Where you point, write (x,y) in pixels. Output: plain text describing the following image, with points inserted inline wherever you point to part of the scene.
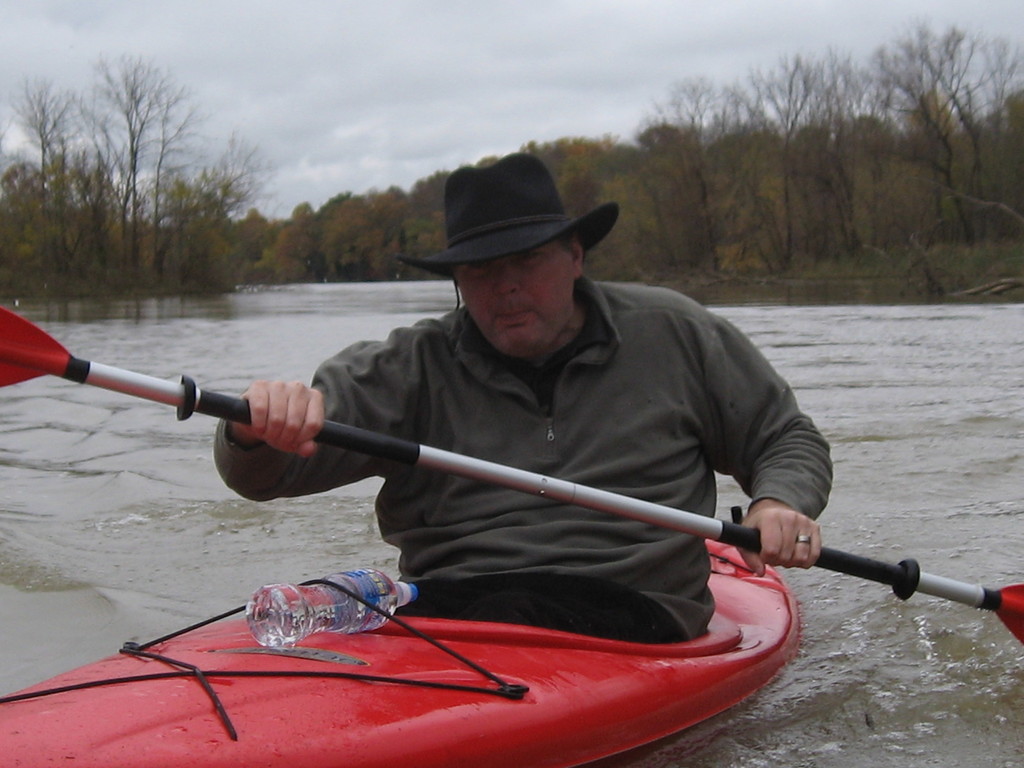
This picture is clicked outside. In the center (447,418) we can see a person (494,435) holding a paddle (24,361) and seems to be rowing the boat (114,755) and we can see water bottle (342,596). In the background (298,178) we can see the sky (512,74), trees (673,152) and some other objects (996,284).
